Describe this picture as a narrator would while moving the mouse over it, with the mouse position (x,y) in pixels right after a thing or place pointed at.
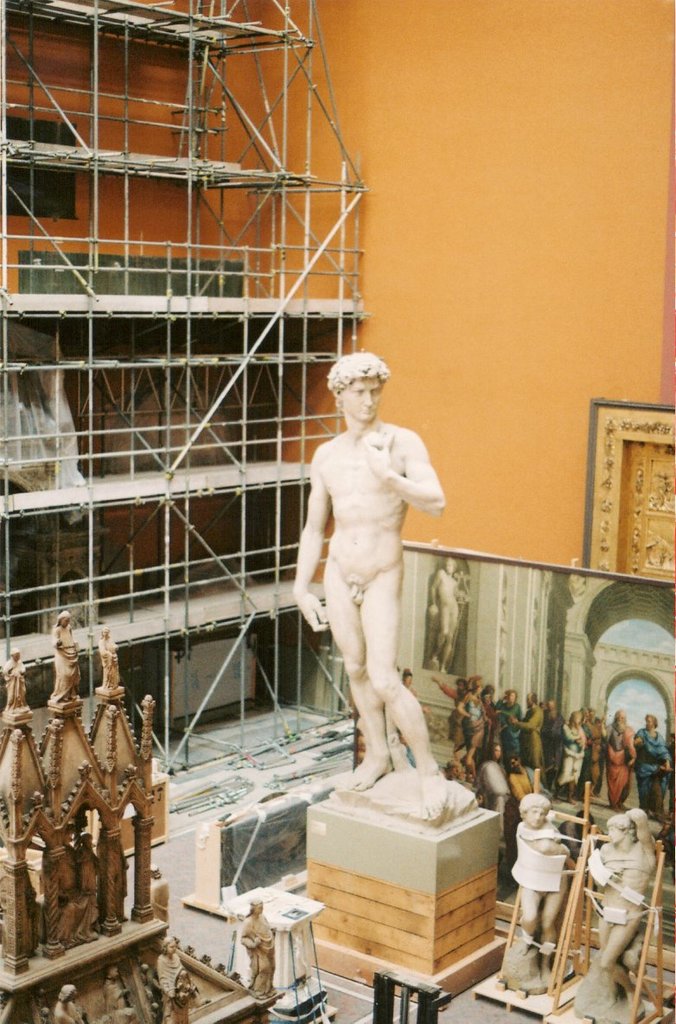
In this picture there are statues (360,808) of group of people (15,664) and there are boards (448,642). On the boards (521,671) there are pictures (483,717) of group of people (552,704). On the left side of the image (128,166) it looks like rods (94,182). At the back (326,179) there is a wall (323,216). At the bottom (203,927) there is a floor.
